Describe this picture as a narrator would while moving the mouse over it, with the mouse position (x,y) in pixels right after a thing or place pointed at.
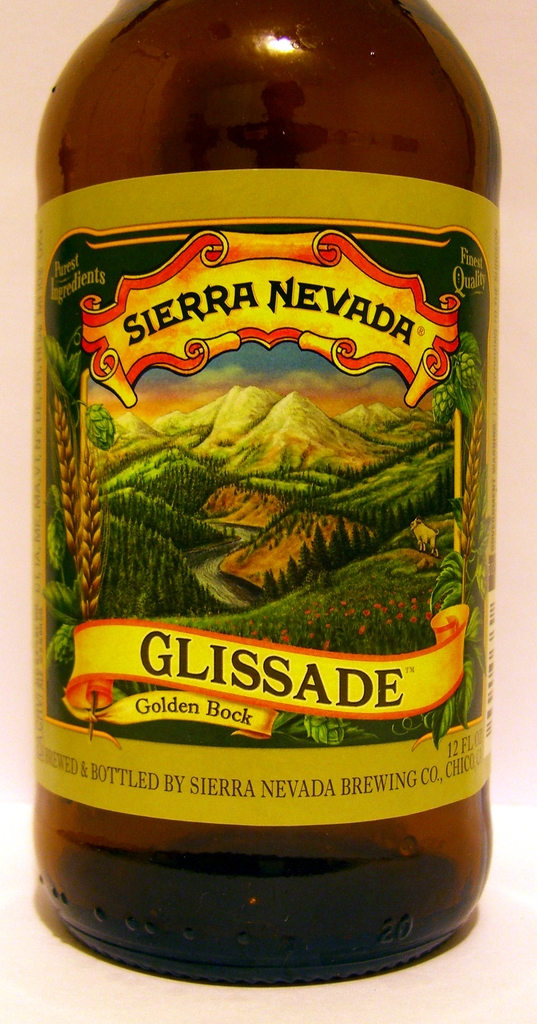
In this image I can see the beer bottle (180,365) and I can see sticker (254,368) to the beer bottle (314,421). The sticker (328,475) is in yellow, green and red color. I can see something is written on it. It is on the white color surface (233,1009).
